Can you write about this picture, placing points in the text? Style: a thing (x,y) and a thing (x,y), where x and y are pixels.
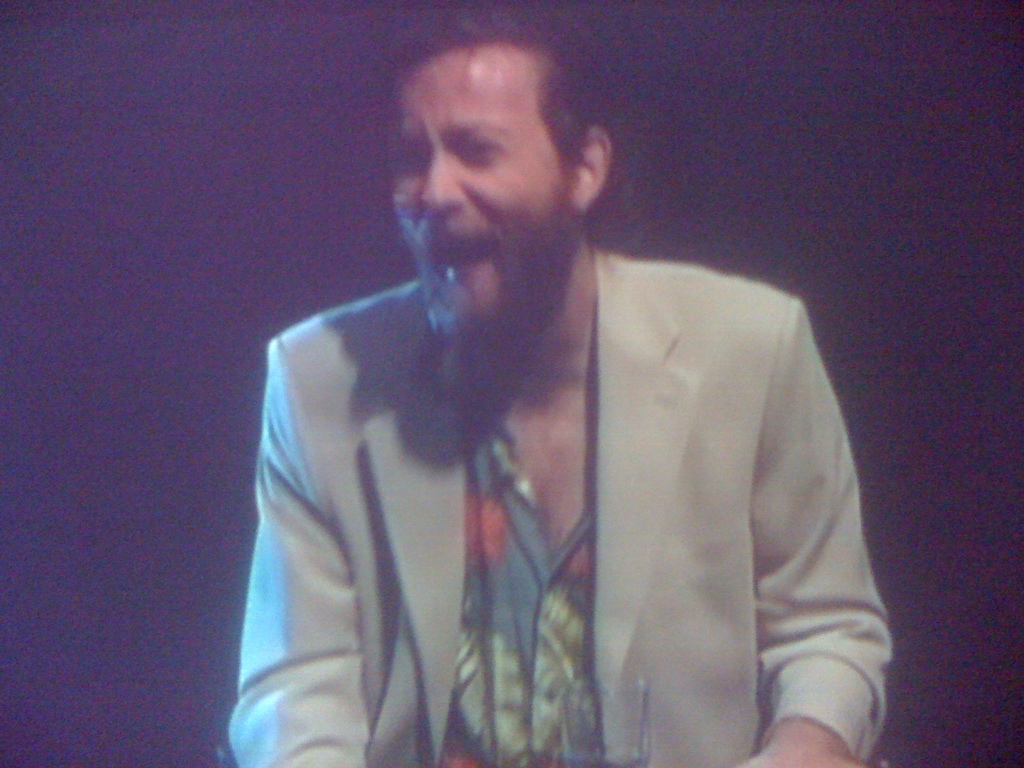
In this image there is a person (554,460) smiling.
